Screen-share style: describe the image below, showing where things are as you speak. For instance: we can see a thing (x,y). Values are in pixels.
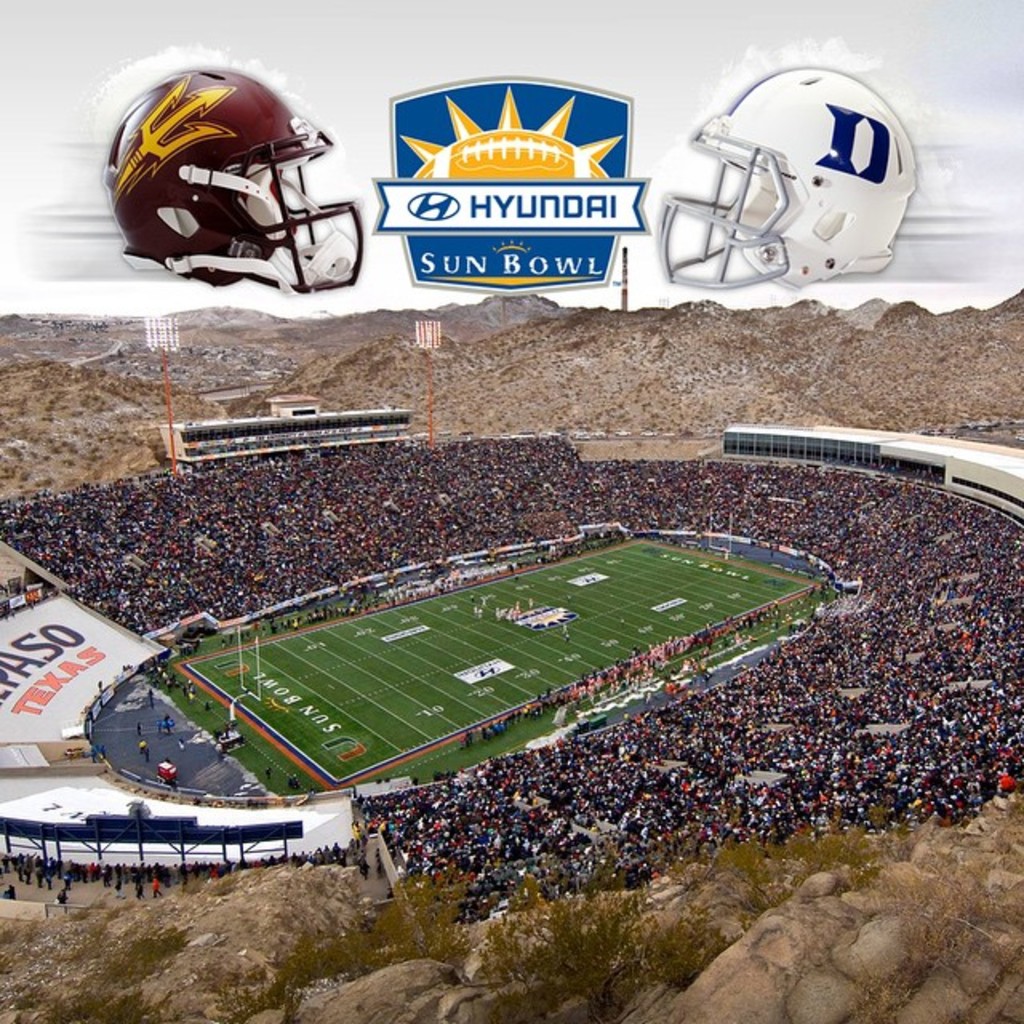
In the picture we can see a aerial view of the stadium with a playground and around it we can see audience (519,493) and in the background (454,412) we can see some hills (468,423).
